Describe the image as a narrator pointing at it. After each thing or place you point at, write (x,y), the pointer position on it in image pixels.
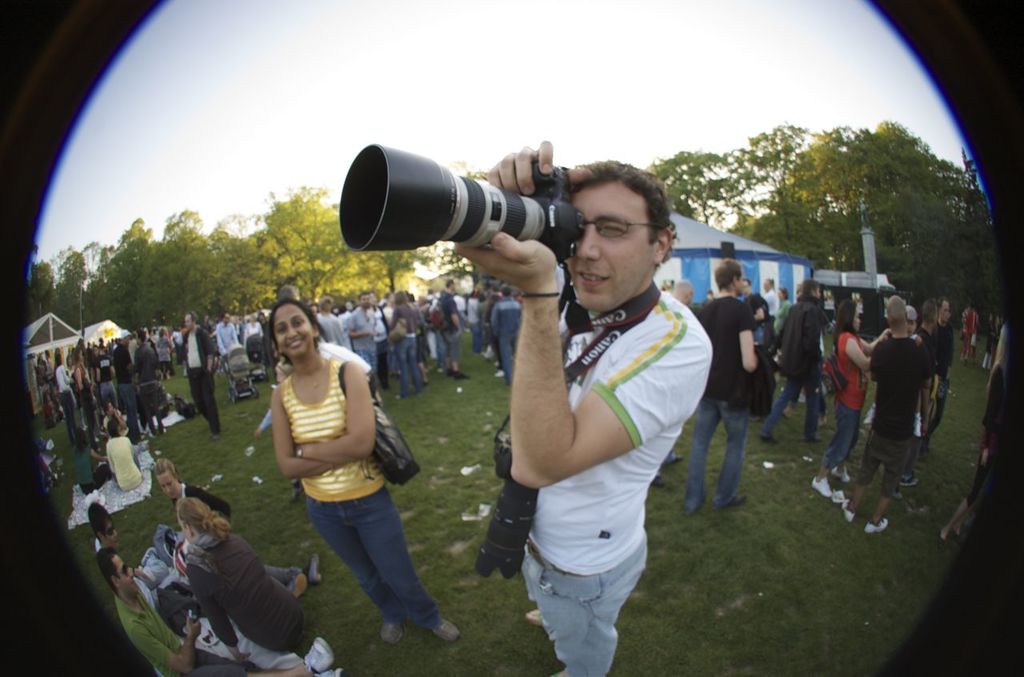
In the picture we can see a man (632,366) and a woman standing near to each other. In the background (722,379) we can find many people (736,382) are standing and discussing something, and we can also see trees (847,155), plants (276,282), grass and sky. A man (638,377) who is standing is holding a camera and capturing a pic. Besides him a woman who is standing is wearing a handbag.
